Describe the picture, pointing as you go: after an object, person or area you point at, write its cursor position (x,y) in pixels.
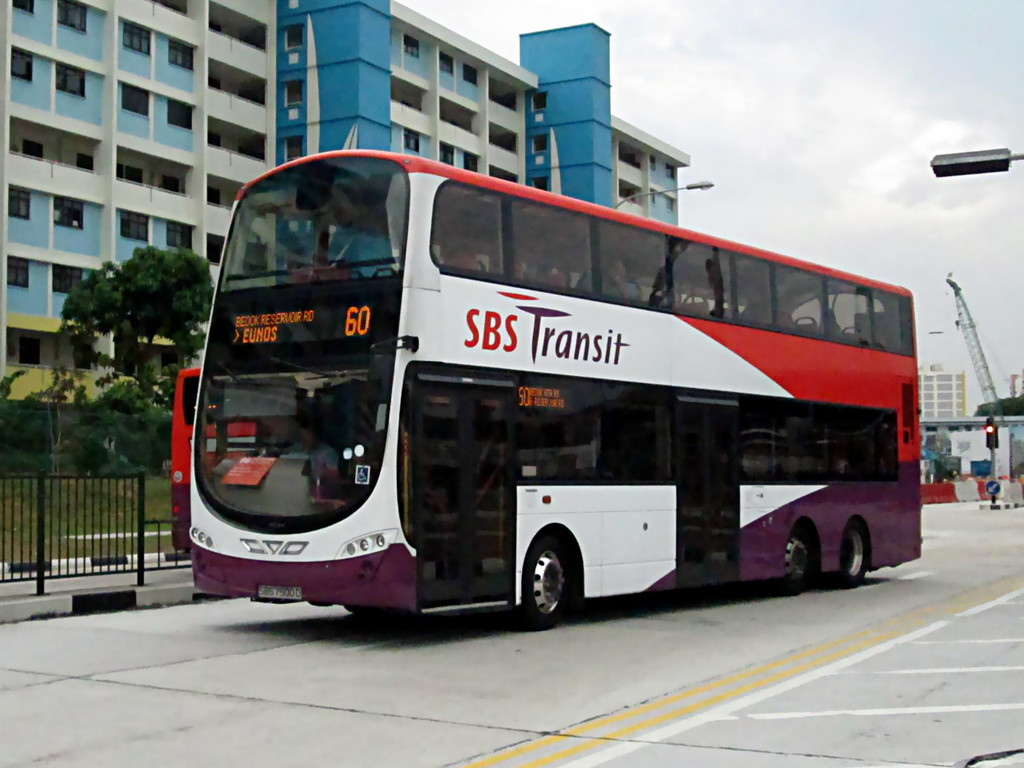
In this image there is a bus (609,536) in the middle (434,463). In the background (338,53) there is a building (411,49). On the left side (82,561) there is a fence (85,550) on the footpath (50,597). In front of the building (86,260) there are trees (170,376). At the top (952,132) there is sky (907,139).
